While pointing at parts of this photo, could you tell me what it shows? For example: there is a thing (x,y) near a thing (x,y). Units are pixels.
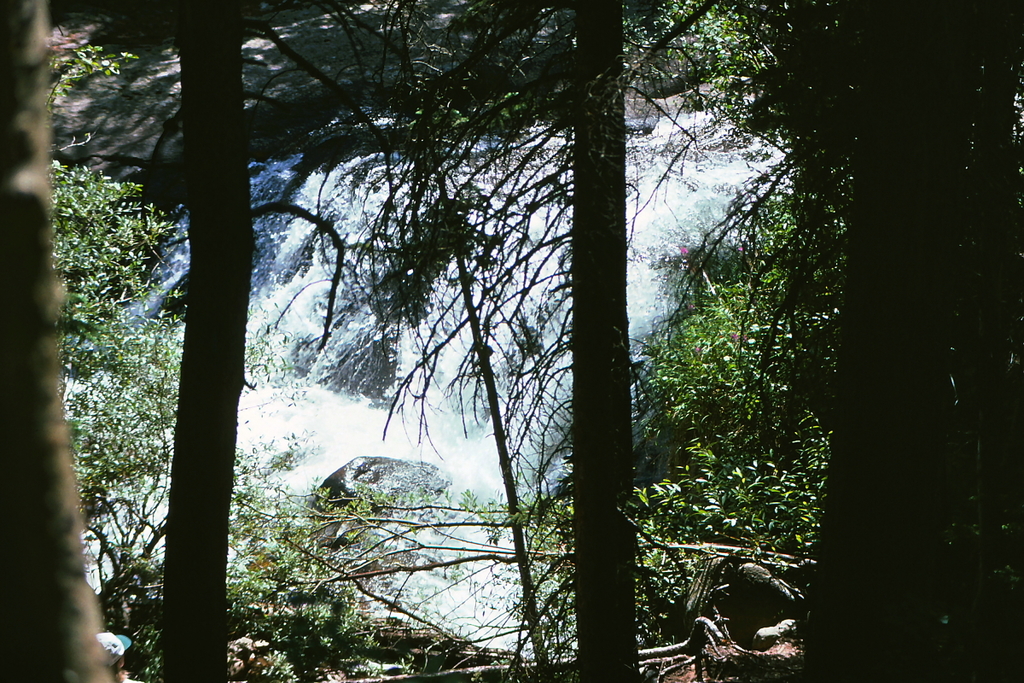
This image consists of a waterfall (544,220). At the bottom (353,473), we can see the rocks (328,487). And there are many trees (52,603) in this image.
